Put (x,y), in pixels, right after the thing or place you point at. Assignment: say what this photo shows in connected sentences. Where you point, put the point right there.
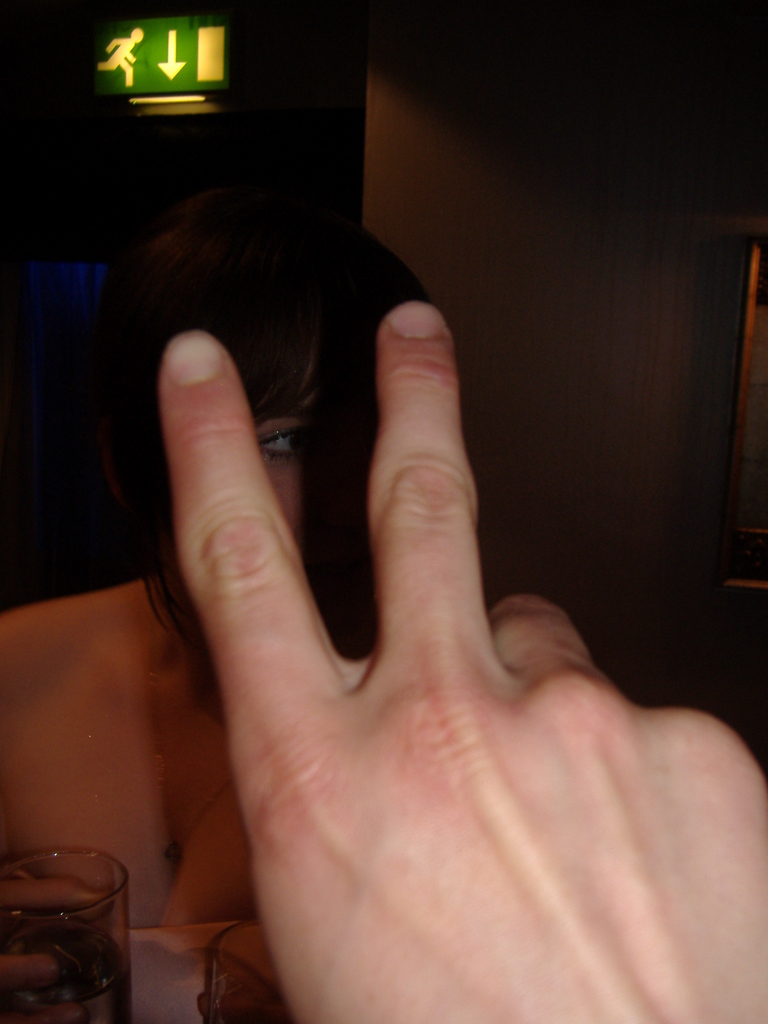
In the image there is a hand (230,424) in the front (436,692) with a lady (296,354) sitting in front of it holding glass (94,977) and behind there is wall (592,201) with an exit board (222,87) on the ceiling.
